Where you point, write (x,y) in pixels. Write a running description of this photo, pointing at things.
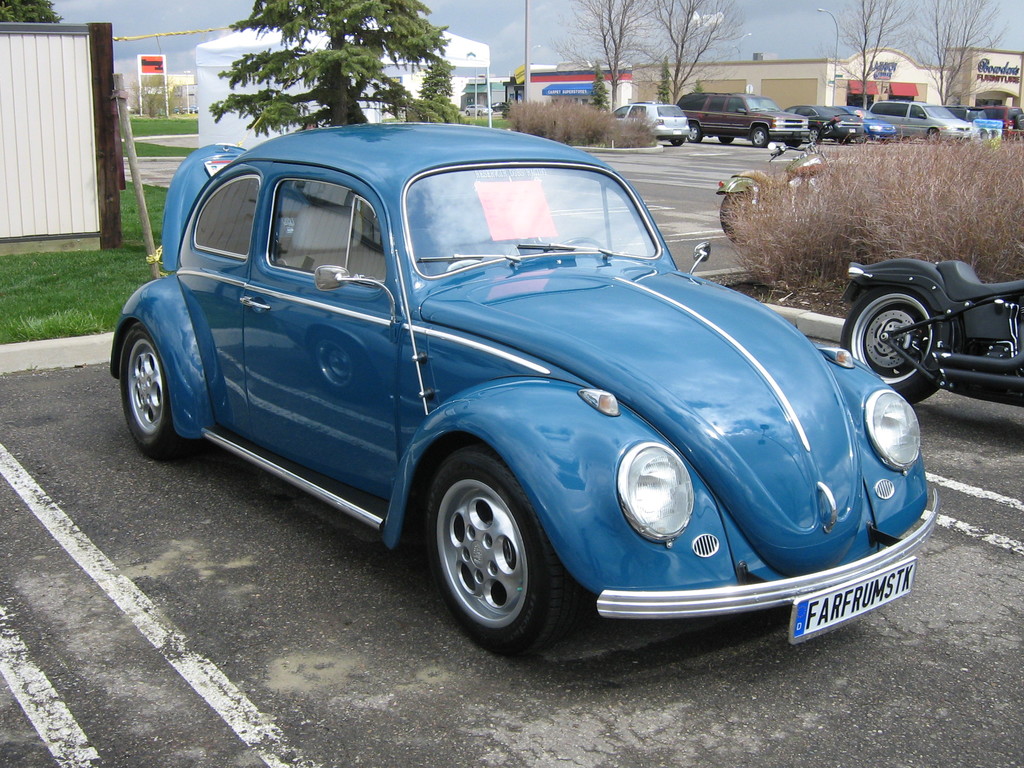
In this image there are vehicles (766,512) on the road (993,540). There are buildings (832,75), boards (881,77), light poles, trees (942,101), poles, plants (816,194) and a tent (444,54). At the top of the image (535,27) there is sky (535,15).
